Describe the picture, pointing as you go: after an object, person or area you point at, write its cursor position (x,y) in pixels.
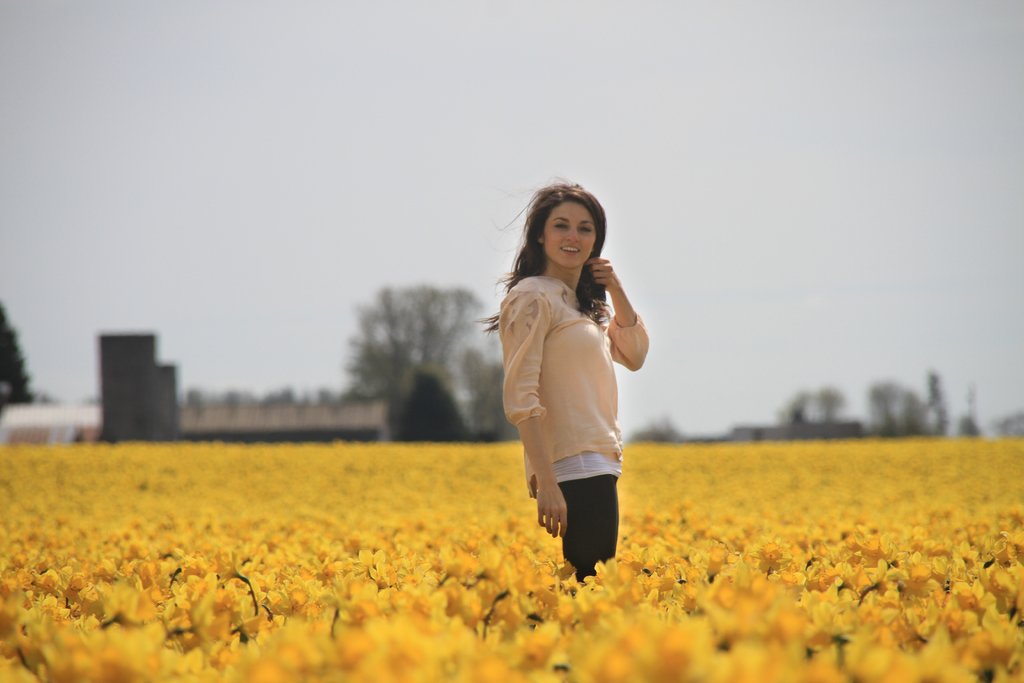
In this image we can see a flower garden (806,566). A lady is standing in the flower garden (117,525). There are few houses (168,397) and many trees (418,401) in the image. There is a sky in the image.
